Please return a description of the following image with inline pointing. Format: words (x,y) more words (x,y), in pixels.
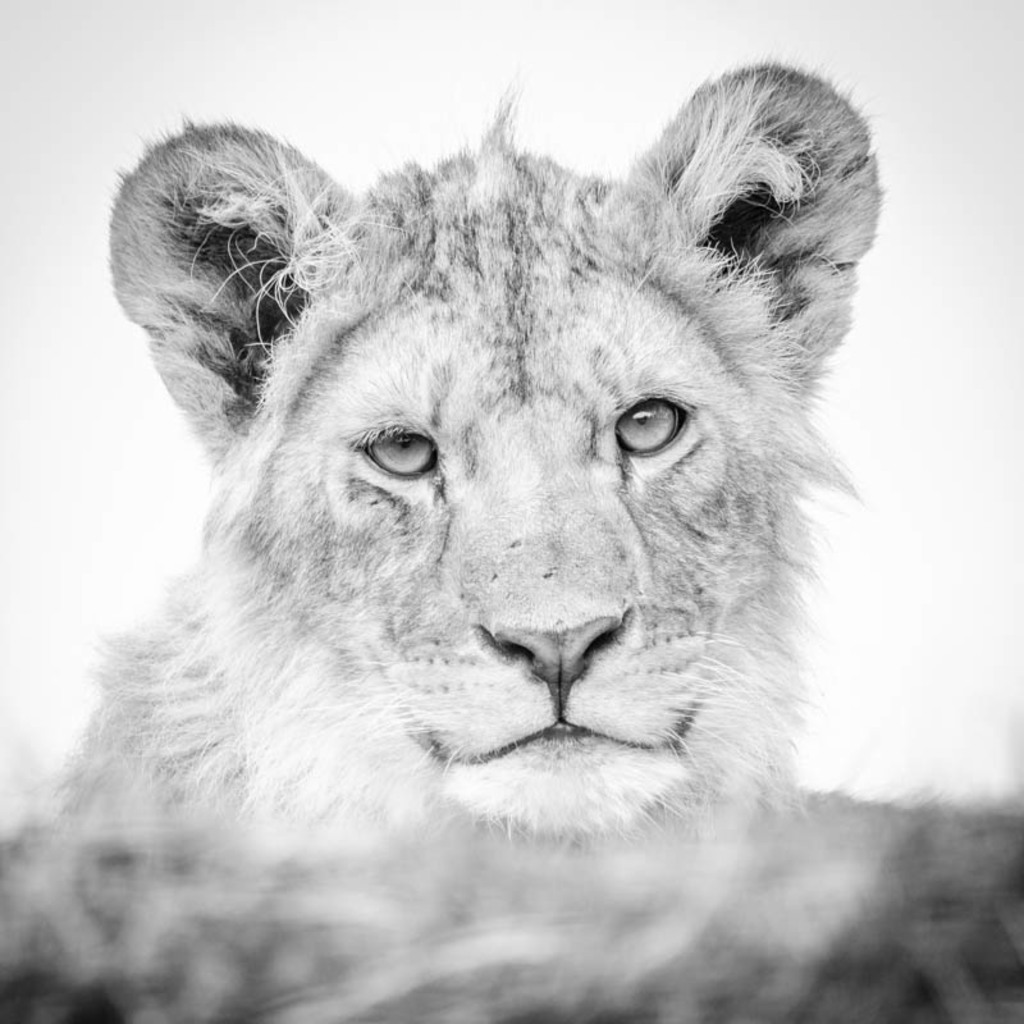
In this picture there is a lion cub (511,236) in the center of the image (544,364).
